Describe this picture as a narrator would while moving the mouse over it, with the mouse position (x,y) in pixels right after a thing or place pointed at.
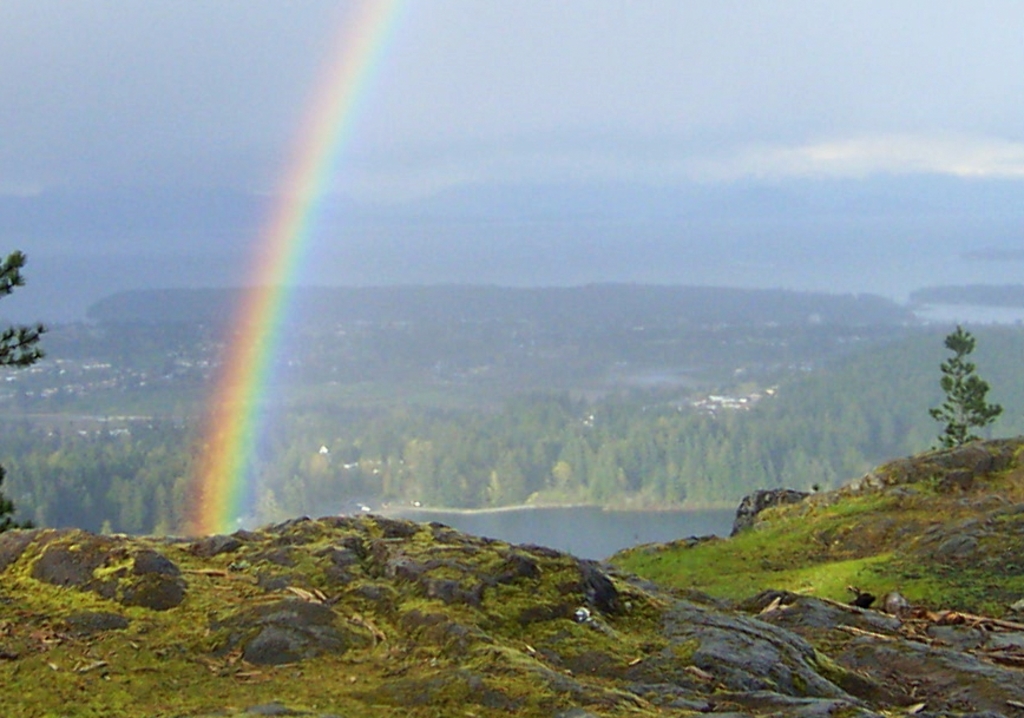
In the middle (562,257) it is the rainbow (253,466) and there is water (561,536), at the back side (581,469) there are trees (519,461). At the top (628,106) it is the sky (647,117).
